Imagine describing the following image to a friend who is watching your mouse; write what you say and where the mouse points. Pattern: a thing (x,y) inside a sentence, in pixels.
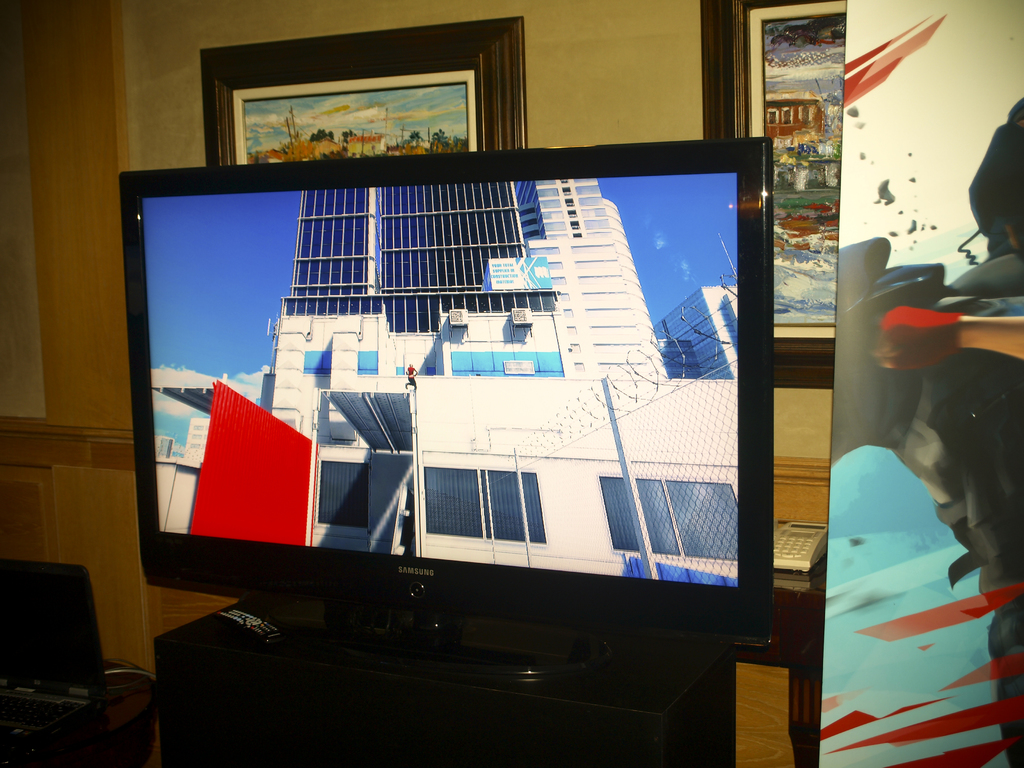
In this picture I can see the television screen (514,417) which is kept on the table (346,702). Beside that I can see a laptop (86,707). Behind that there is a telephone (808,533) which is kept on the table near to the wall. In the top (735,12) there are two painting frames (809,76) which are placed on the wall (640,30). On the right (884,301) it might be a banner (837,523) or poster (958,234). In the television screen (556,295) I can see the skyscraper (642,313), buildings (384,441), poles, sky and other objects (209,399).
